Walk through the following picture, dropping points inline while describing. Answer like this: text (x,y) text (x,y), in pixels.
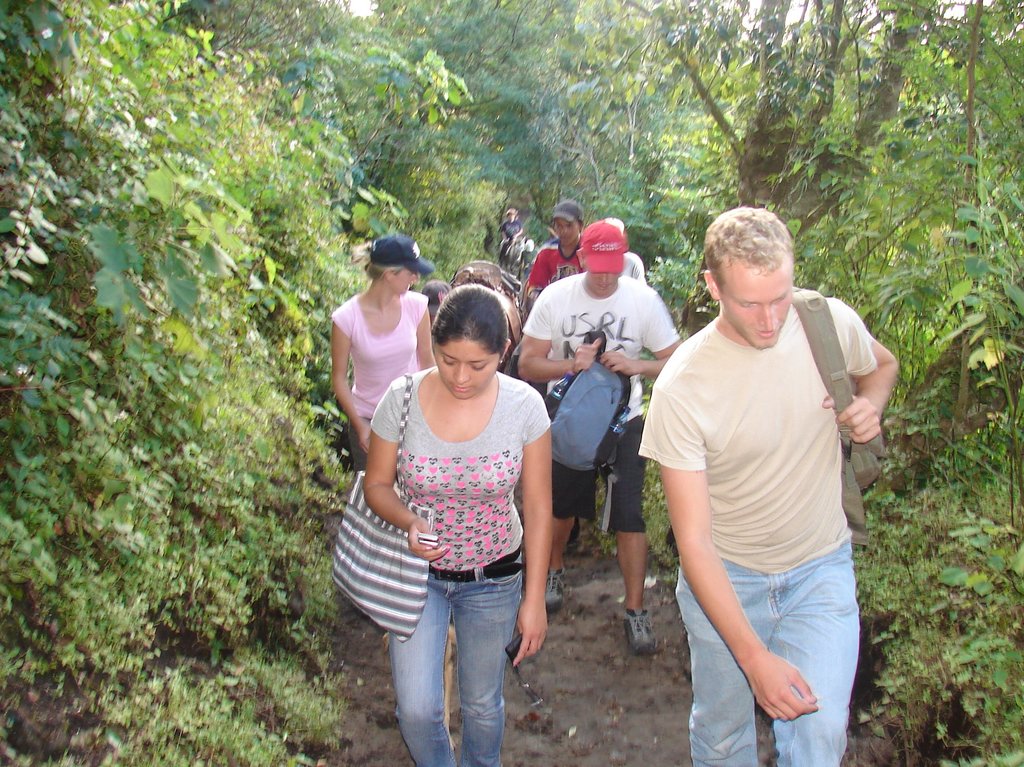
In this picture we can see a group of people (426,503) carrying bags (360,510) and walking on the ground (575,593), caps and in the background (512,104) we can see trees (672,183).
